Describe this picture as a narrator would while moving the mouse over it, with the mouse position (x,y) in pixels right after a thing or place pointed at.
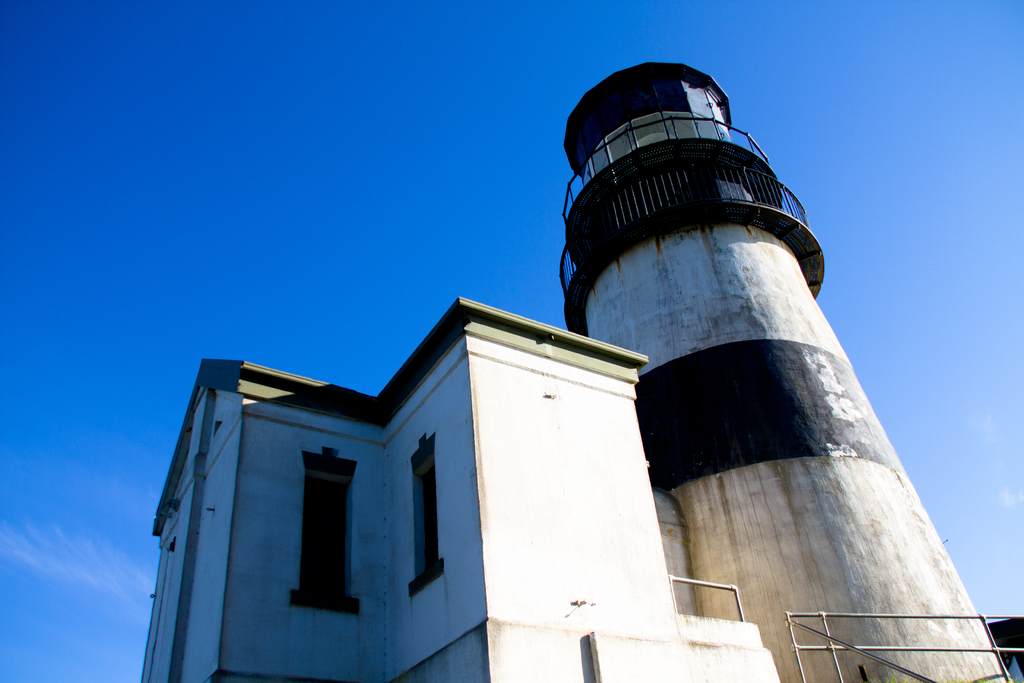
In this image, we can see buildings (648,246) and there are railings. At the top (302,150), there is sky (236,132).
